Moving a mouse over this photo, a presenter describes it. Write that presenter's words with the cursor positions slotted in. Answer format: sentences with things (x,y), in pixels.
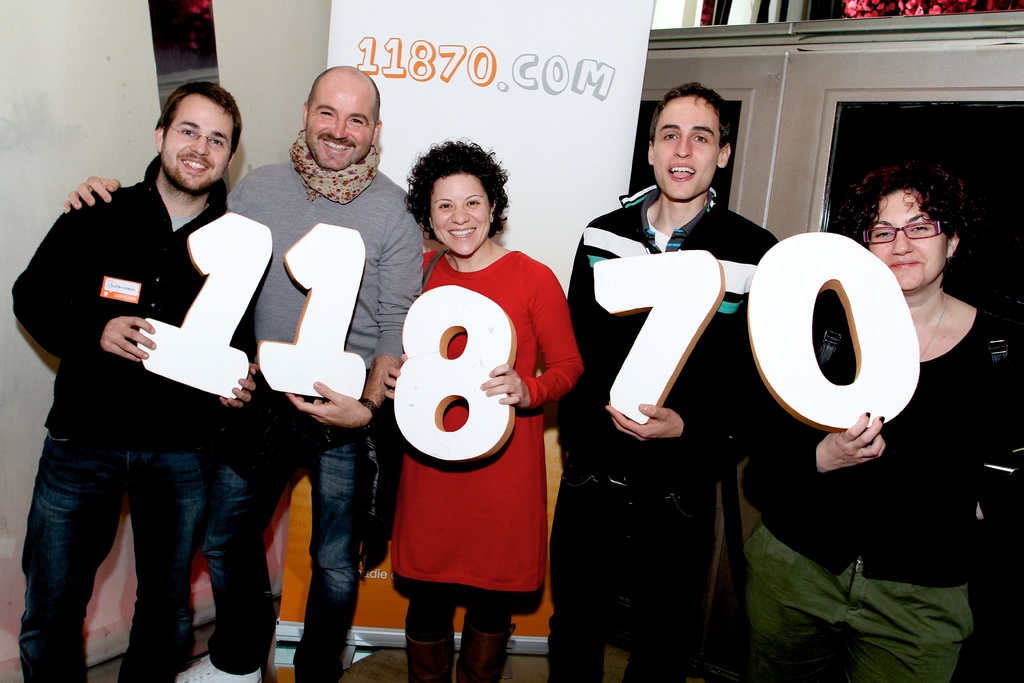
In this image in the center (373,363) there are group of persons (774,450) standing and holding numbers (211,332) in their hands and smiling. In the background (408,121) there is a board (509,93) with some text (489,81) and numbers (427,76) written on it and there is a wall (253,72). On the right side (794,92) there is a door (805,115).
